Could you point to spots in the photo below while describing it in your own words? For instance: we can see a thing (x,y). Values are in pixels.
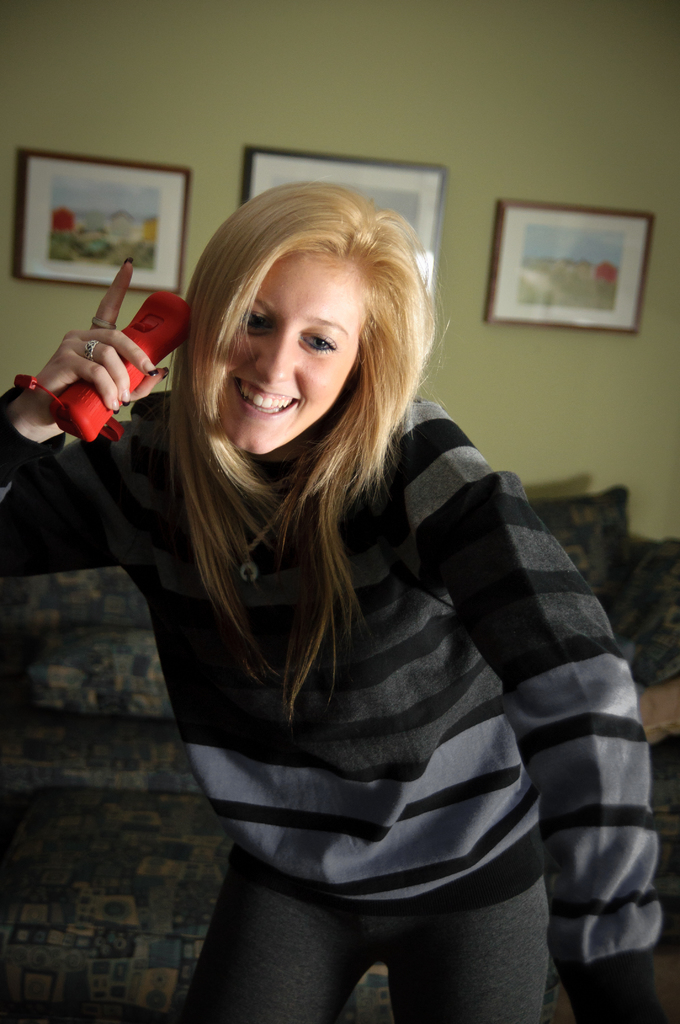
In this image, we can see a woman (270,712) is holding a red color object (180,327) and smiling. Background (647,577) we can see couch (8,936), cushions (609,566), wall (559,441) and photo frames (621,272).
